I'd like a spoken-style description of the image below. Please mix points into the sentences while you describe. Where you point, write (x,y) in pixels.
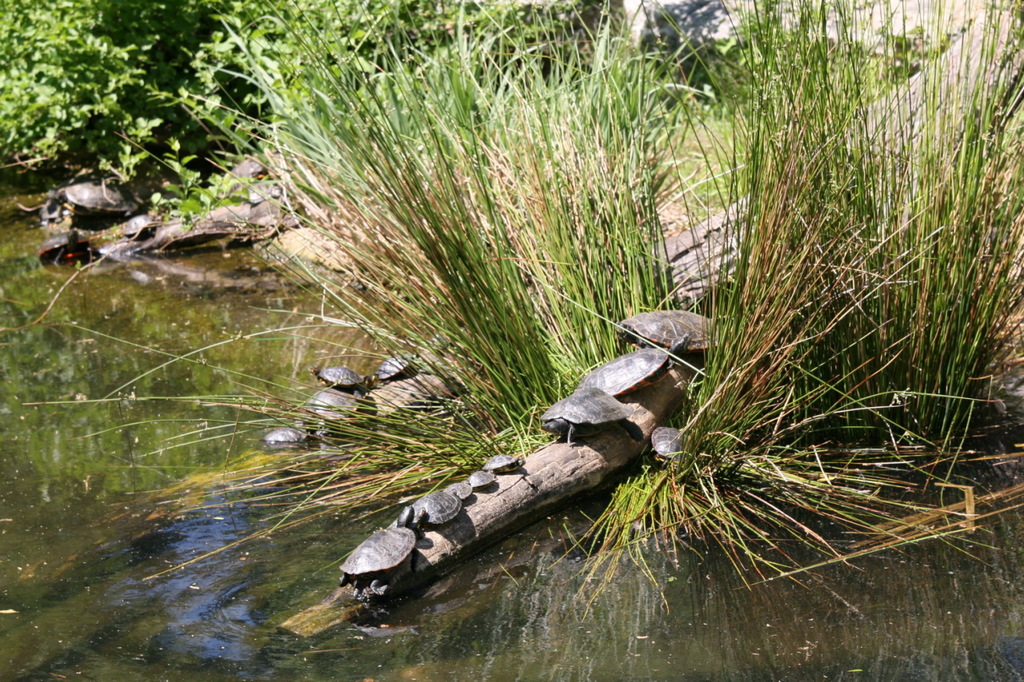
This picture is clicked outside. In the foreground (366,584) we can see a water body (217,493) and we can see the turtles (698,336) on a log (578,463) and we can see the grass (298,132) and plants (36,62) and some objects (703,16).
